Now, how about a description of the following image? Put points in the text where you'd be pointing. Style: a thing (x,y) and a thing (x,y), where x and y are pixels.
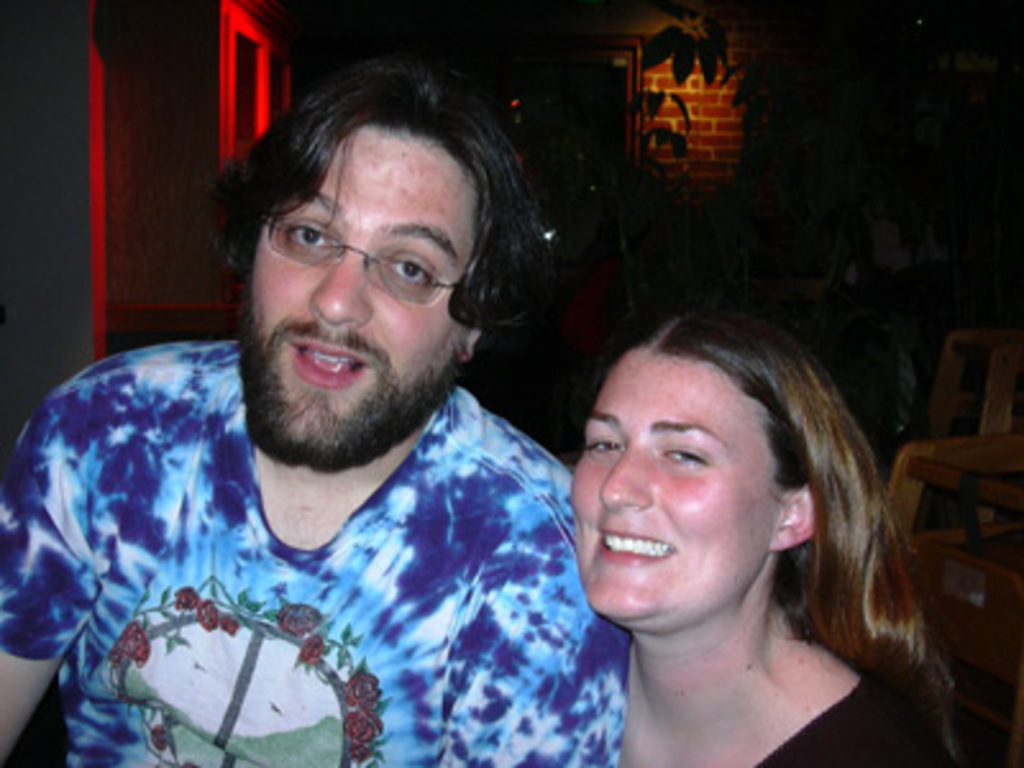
In this picture we can see a man (533,654) and a woman (724,564) smiling. There is a wooden object (911,500) on the right side (1008,359). We can see a plant (679,59) and a wall (661,68) in the background (719,58).
